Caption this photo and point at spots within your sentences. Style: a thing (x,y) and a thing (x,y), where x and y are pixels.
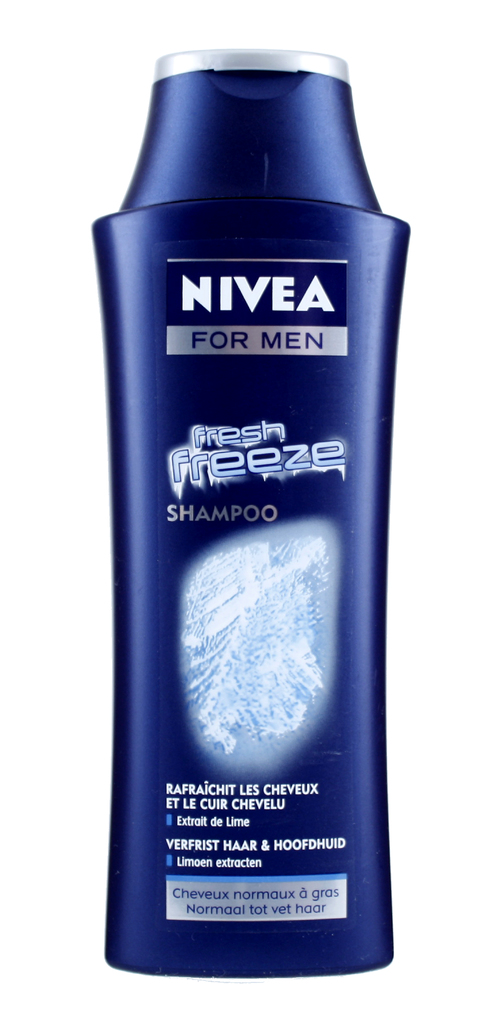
In this image we can see a Nivea shampoo bottle (300,451). In the background (99,81) the image is white in color.
